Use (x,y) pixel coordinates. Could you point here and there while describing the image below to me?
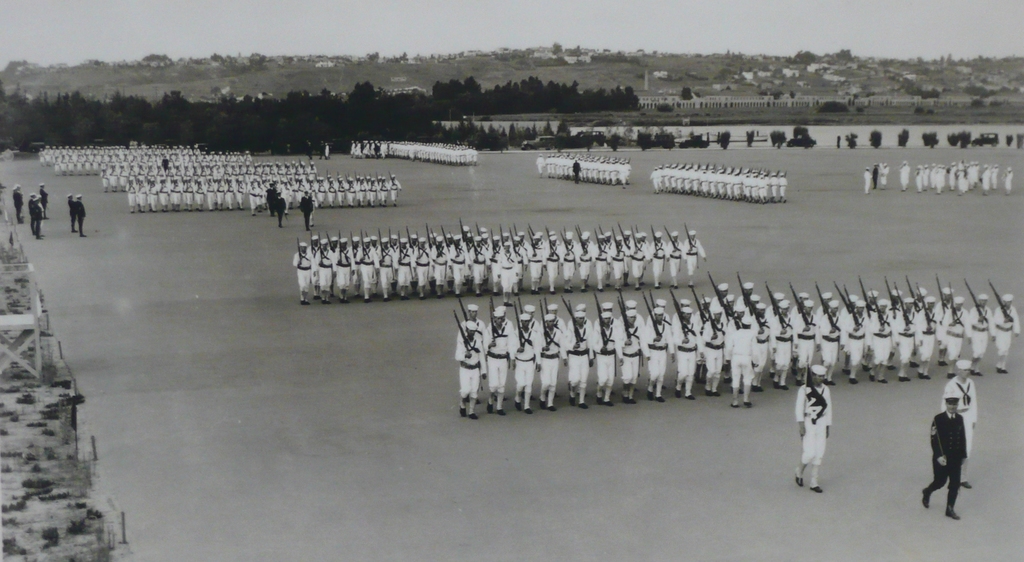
In this image we can see some people (496,345) standing and holding guns (544,327) in the ground (886,207), in the background (374,111) there are trees (548,111) buildings (649,98) and sky (326,28).
